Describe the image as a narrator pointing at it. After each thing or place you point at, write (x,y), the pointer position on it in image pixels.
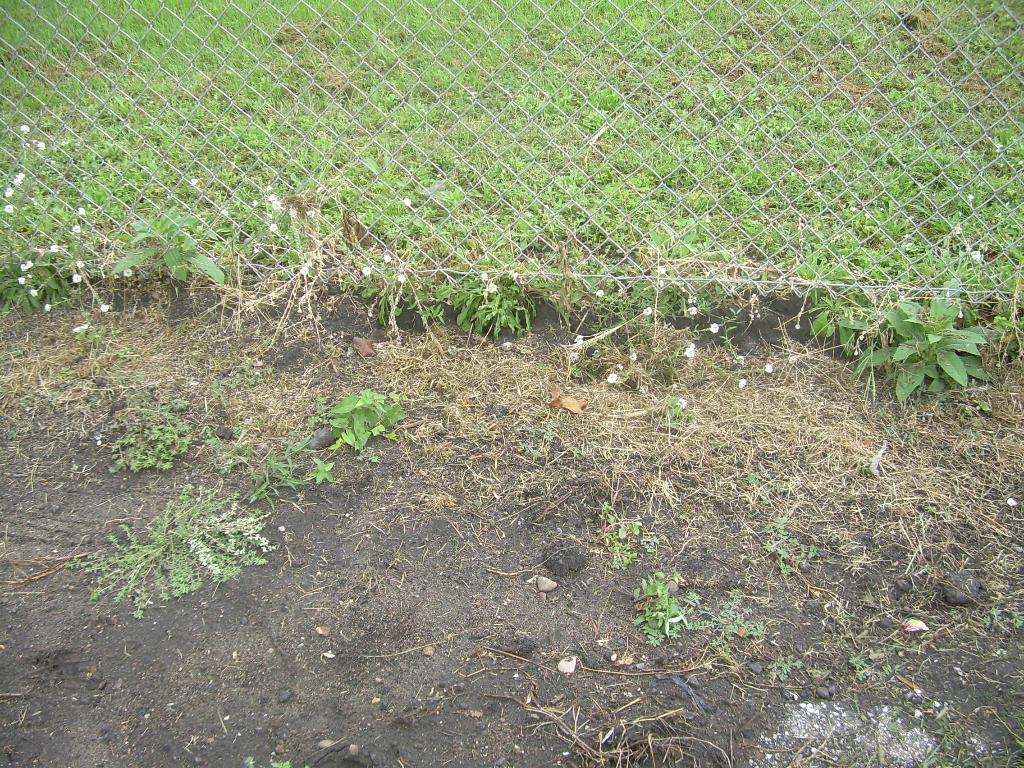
In this picture, we see an iron fence (538,251) and behind that, we see grass (300,150). At the bottom of the picture (409,616), we see black soil (472,614) and we even see plants (713,605) and dried grass (673,441).
